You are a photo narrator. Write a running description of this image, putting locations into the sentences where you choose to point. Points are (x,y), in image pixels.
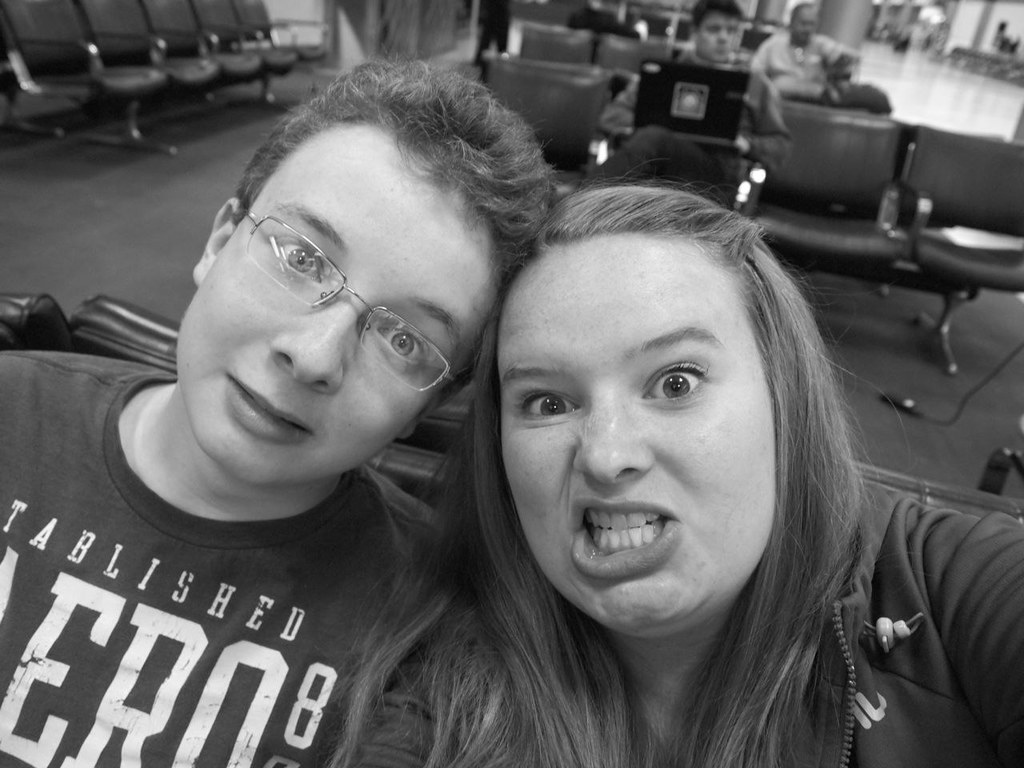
In this image In the middle (351,408) there is a man (254,607) and woman (532,628) sitting on the chair (431,457) they both are staring at something. In the background (189,113) there are many empty chairs (214,21) some people (752,107), floor (888,353) and wall (967,24).
